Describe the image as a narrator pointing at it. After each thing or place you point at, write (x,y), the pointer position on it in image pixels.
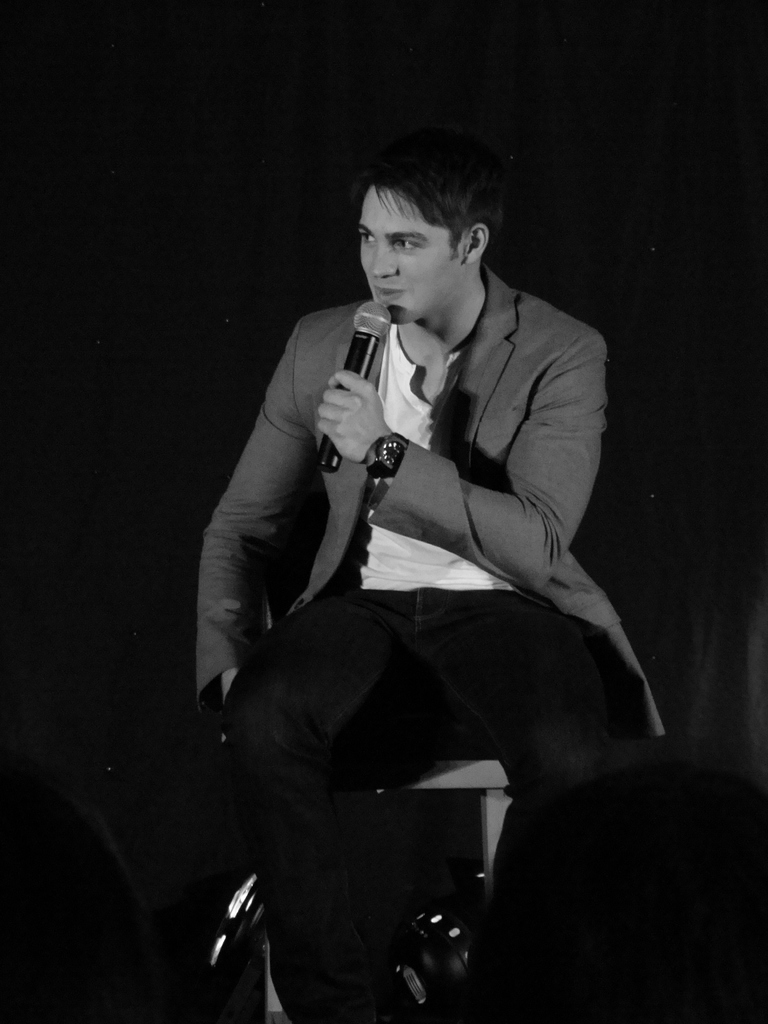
In the center (441,483) we can see one man (453,517) is sitting and holding microphone (360,342) and he is smiling.
